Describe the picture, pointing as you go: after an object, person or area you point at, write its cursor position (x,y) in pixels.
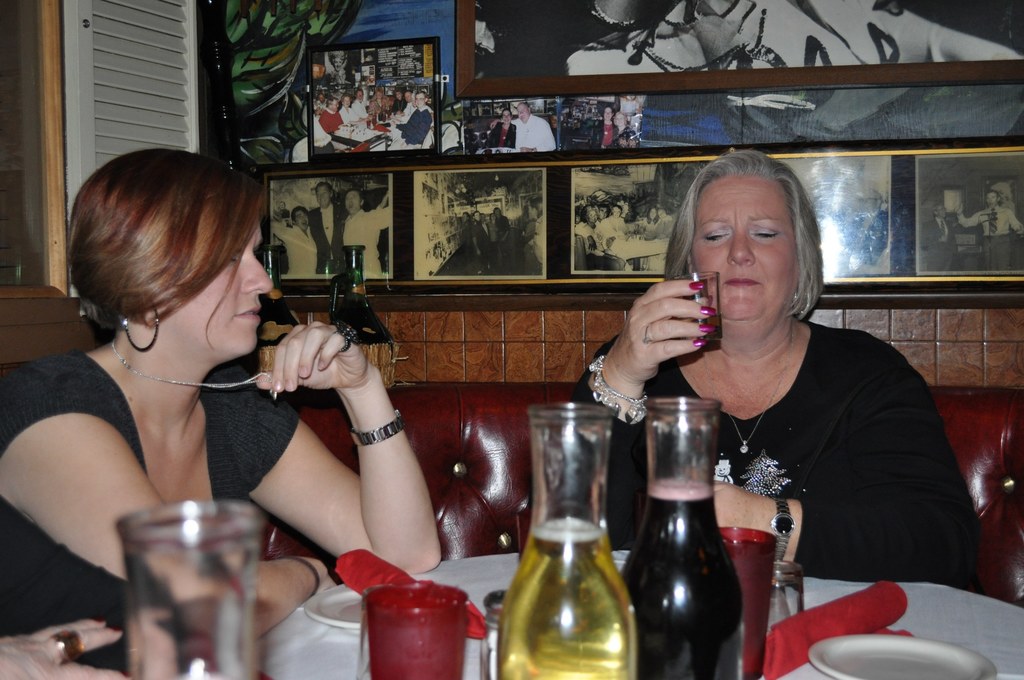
On the background (488,72) we can see photo frames (608,112) over a wall (699,92). Here we can see one woman (722,337) sitting on a chair (347,424) and holding a glass (720,329) in her hand (679,329). This woman (92,223) sitting on a chair (320,404) and she is holding a chain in her hands (288,383). She wore watch (363,434). On the table (471,670) we can see plates (857,654), napkins (376,577), glasses (593,580) with liquids (582,564) in it.
